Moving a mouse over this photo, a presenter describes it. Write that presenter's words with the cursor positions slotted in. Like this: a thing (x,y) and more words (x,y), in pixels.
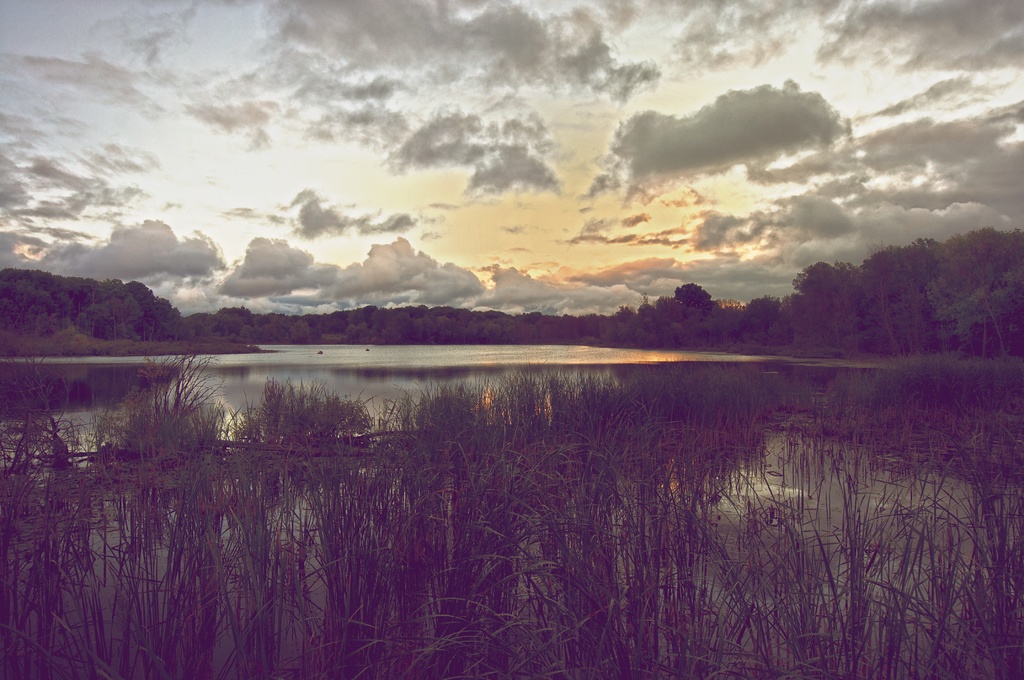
In this image I can see few trees (73,286), water (242,382), grass (313,499) and the white color sky (175,132).
